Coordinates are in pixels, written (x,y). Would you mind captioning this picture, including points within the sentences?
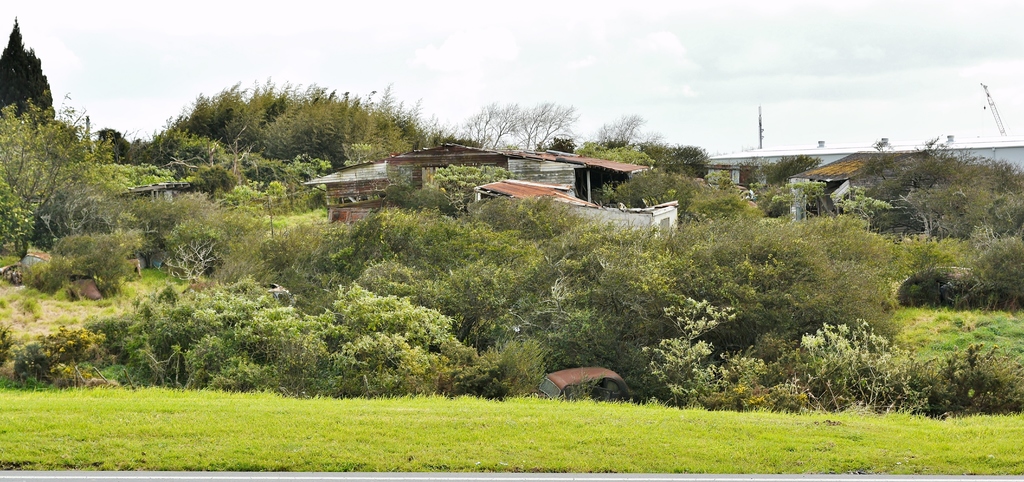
In this image, we can see trees (649,182), sheds (658,204) and some plants (791,375) and at the bottom (508,448), there is ground (620,435).
